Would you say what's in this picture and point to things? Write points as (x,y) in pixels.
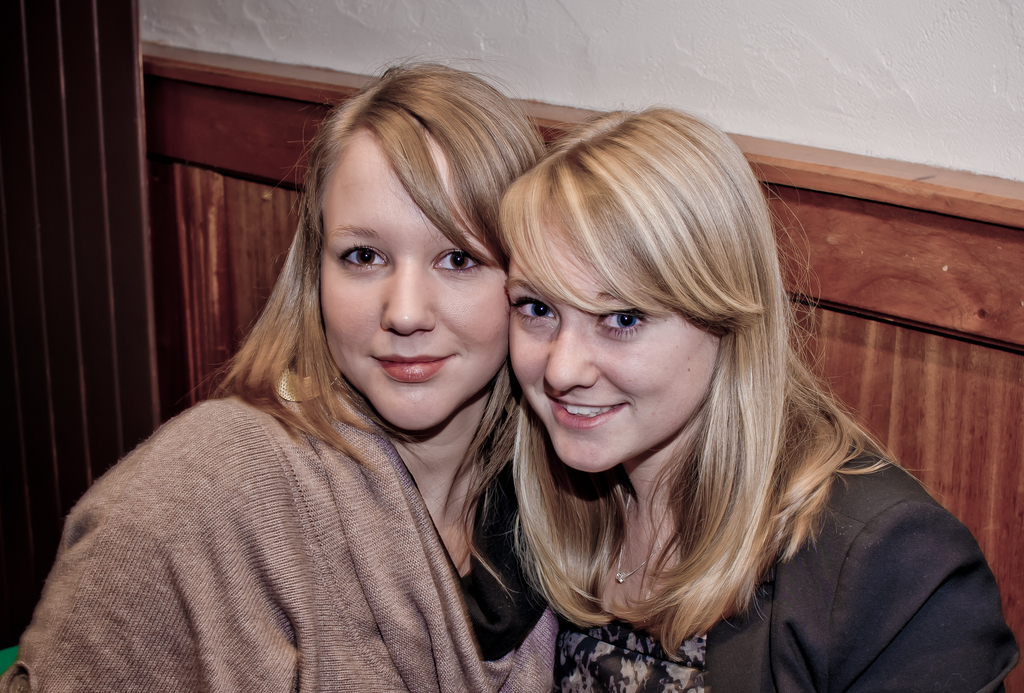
In the center of the image (513,312) we can see two ladies (471,361) smiling. In the background (502,35) there is a wall (502,35).
